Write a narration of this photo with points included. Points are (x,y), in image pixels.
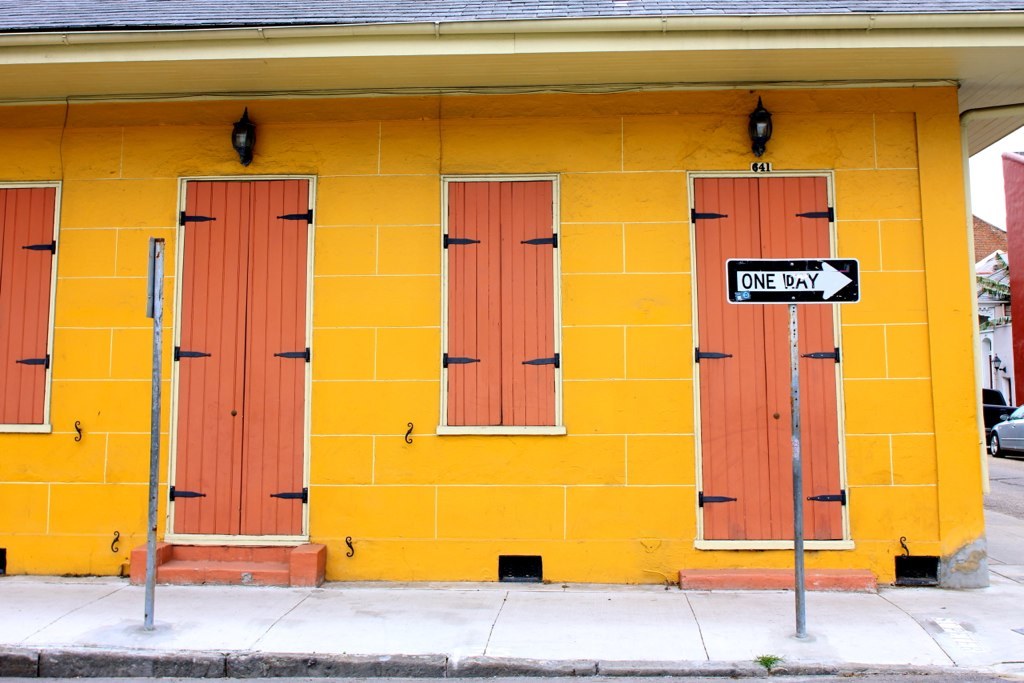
In this picture there are sign poles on the right (758,290) and left side of the image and there are doors (761,353) in the center of the image (450,367).
